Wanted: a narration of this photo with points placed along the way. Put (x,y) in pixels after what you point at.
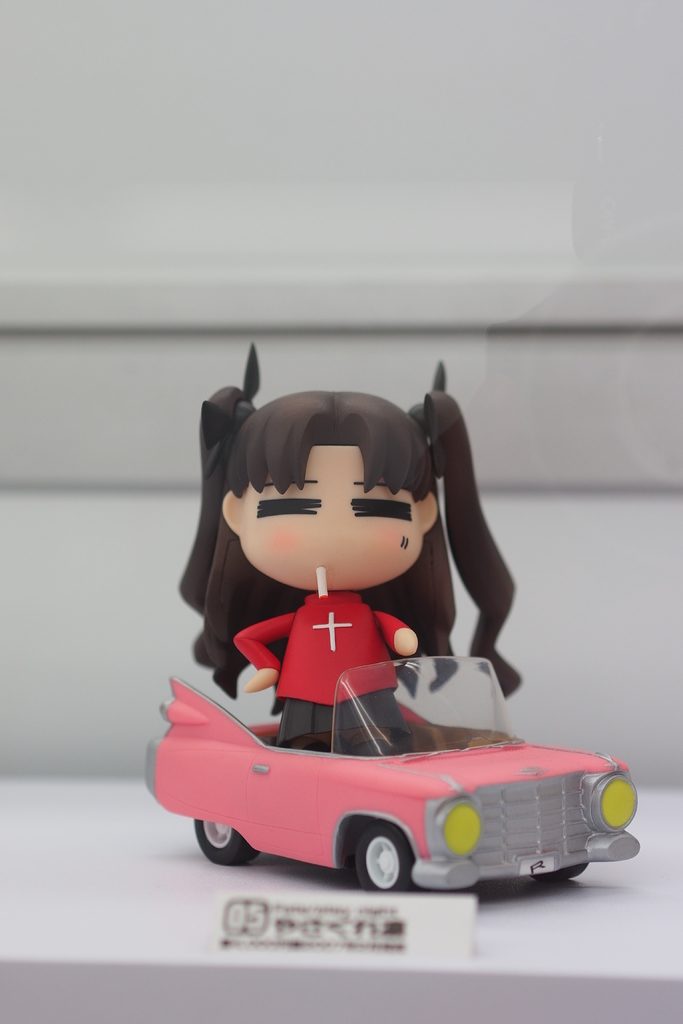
This image is taken indoors. In the background (109,393) there is a wall (118,609). At the bottom of the image (280,969) there is a table (82,936) and there is a name board (323,920) with a text (357,936) on it. In the middle of the image (375,680) there is a toy car (336,806) on the table (238,868) and there is a toy girl (279,483) in the car (362,724).
